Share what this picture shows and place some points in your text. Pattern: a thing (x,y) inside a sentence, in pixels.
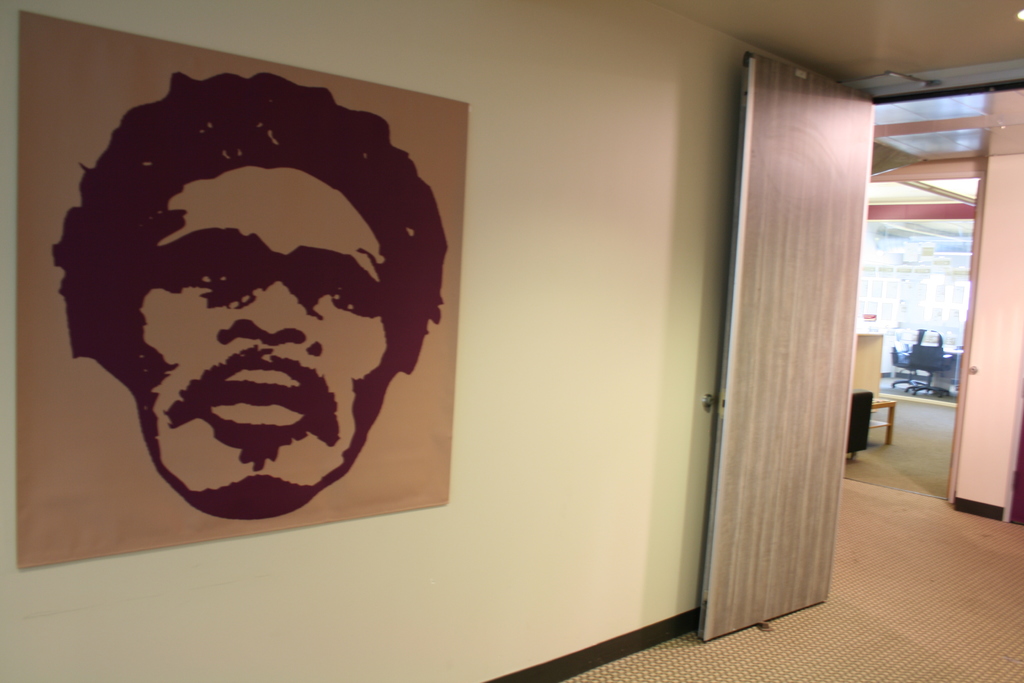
In the left side (336,100) there is a sketch (321,299) of a man's face (307,331) on the wall (490,443), in the right side (814,168) it is a door (770,555).
